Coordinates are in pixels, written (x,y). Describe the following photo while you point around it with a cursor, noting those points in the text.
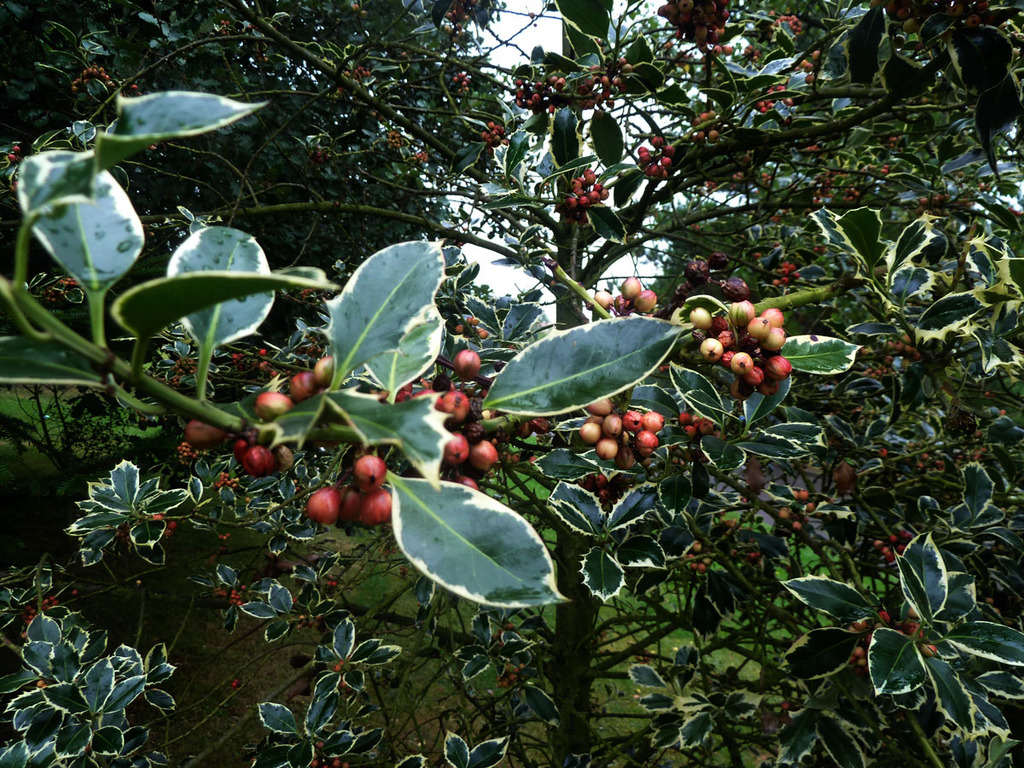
In this image in the front (380,428) there are fruits (729,338) on the plants (620,297) and in the background (209,186) there are plants (657,396).
